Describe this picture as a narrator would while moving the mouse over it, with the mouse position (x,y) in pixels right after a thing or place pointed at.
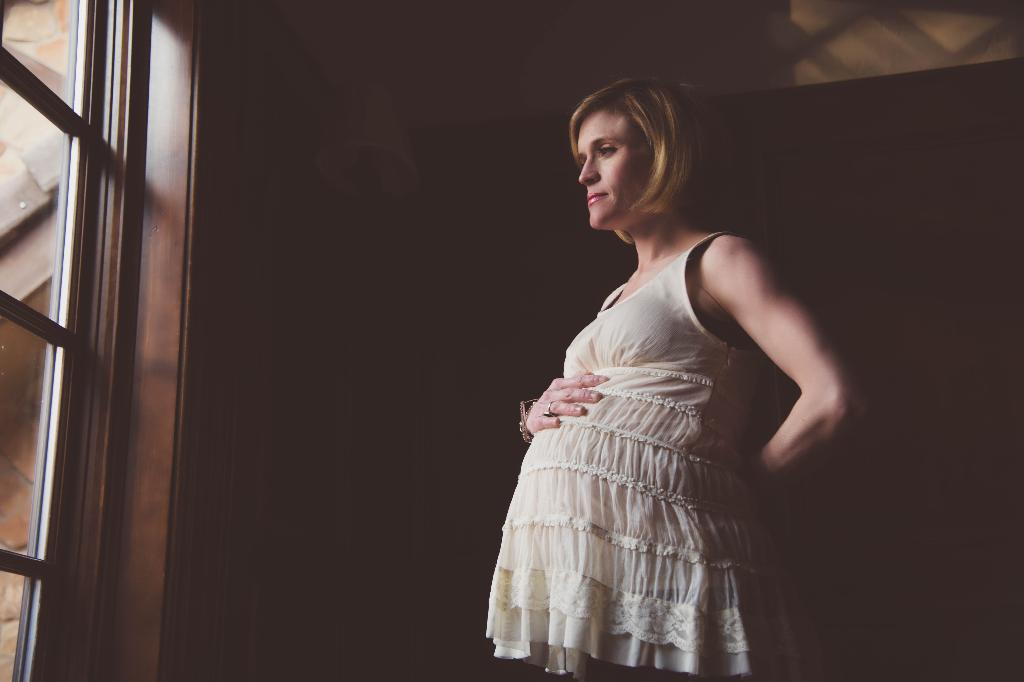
In this picture there is a pregnant woman (633,470) wearing cream color dress (616,462) and placed one of her hand (537,424) on the stomach (608,423) and there is a glass door (33,213) in front of her.
